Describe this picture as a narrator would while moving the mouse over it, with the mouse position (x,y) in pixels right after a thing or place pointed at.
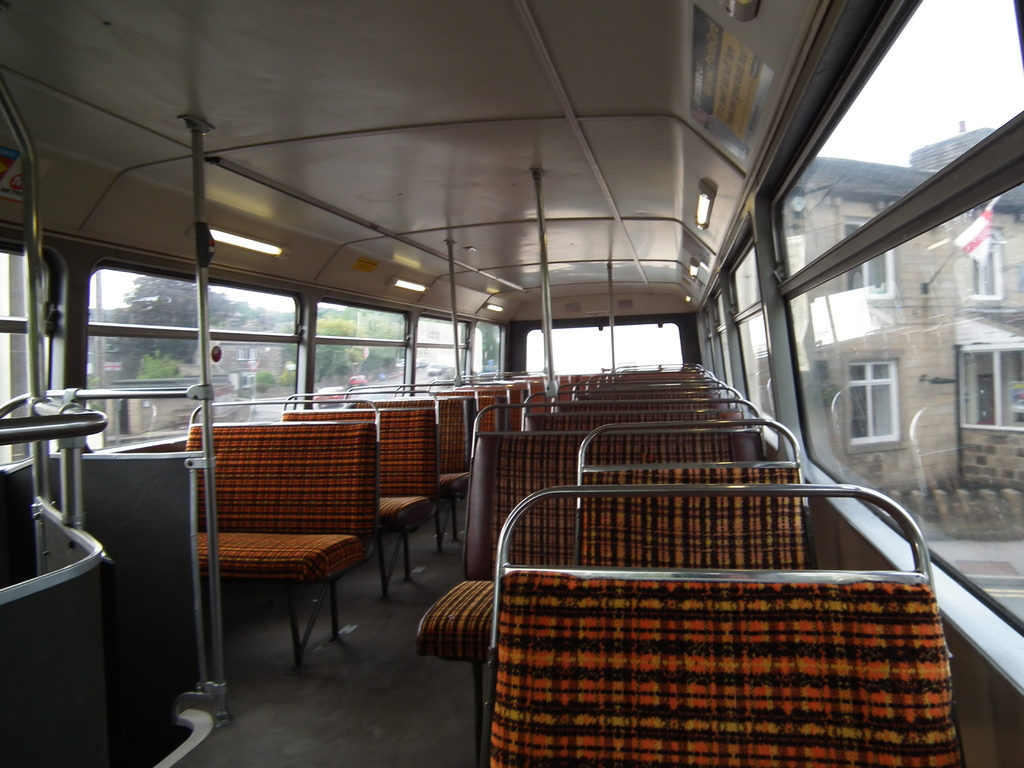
In this picture we can see few seats (510,483) and metal rods (76,506) in the bus (352,591), in the background (364,313) we can find few trees (386,328) and buildings (939,346).
